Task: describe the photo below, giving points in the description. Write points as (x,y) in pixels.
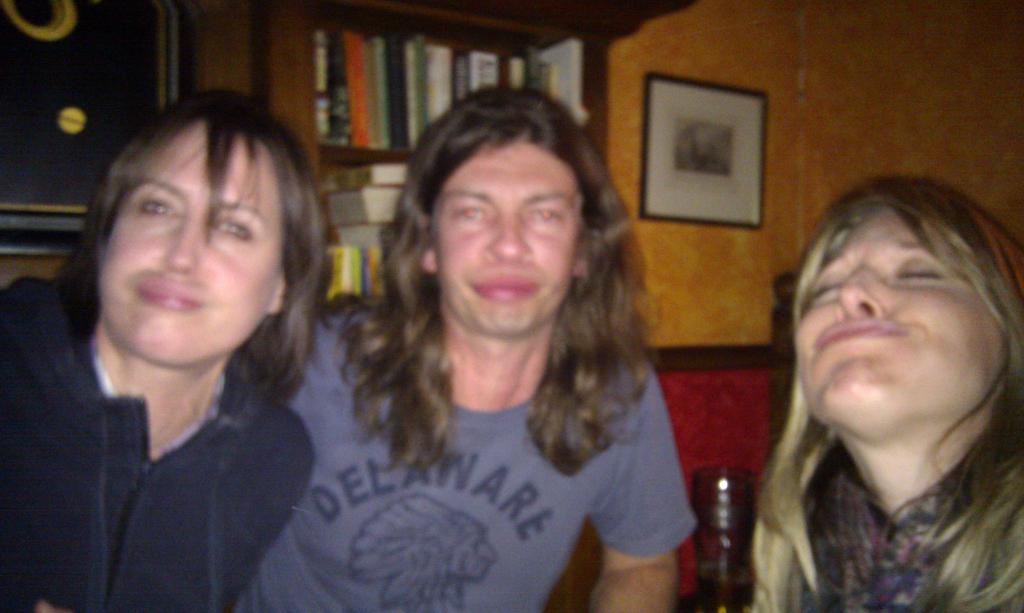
In this image I can see 3 people (434,303) and a glass (724,516). In the background (437,58) I can see a shelf (337,162) which has books (391,174) and other objects (385,220). On the right side (797,158) I can see a wall (767,185) which has a photo (676,214) on it.
